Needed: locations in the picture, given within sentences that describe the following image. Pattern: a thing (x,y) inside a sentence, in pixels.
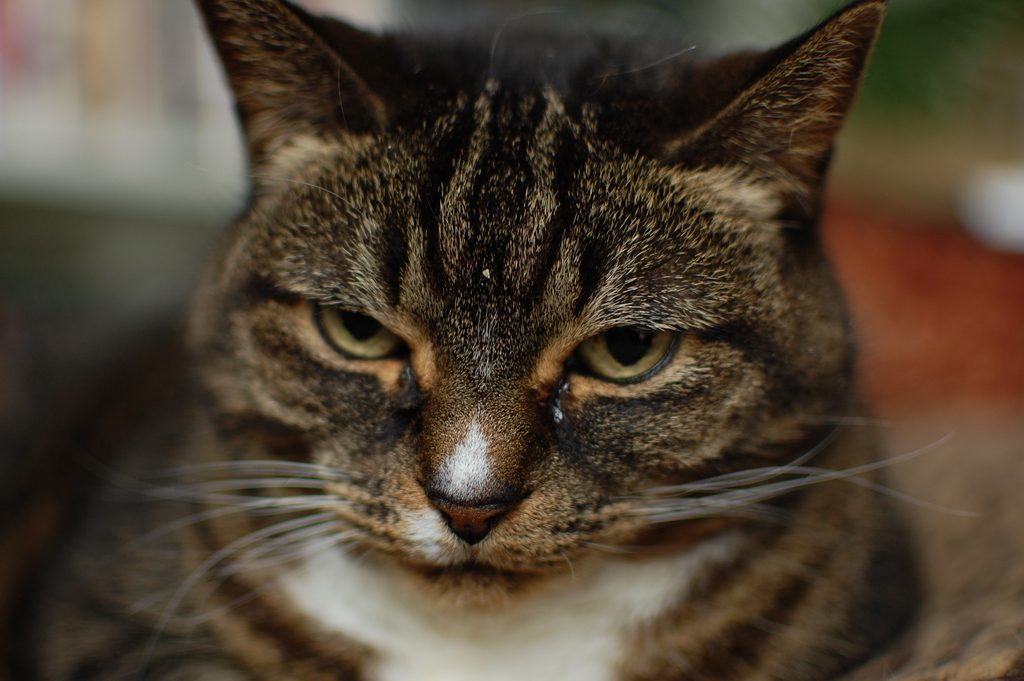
In this picture we can see the cat (499,351).
